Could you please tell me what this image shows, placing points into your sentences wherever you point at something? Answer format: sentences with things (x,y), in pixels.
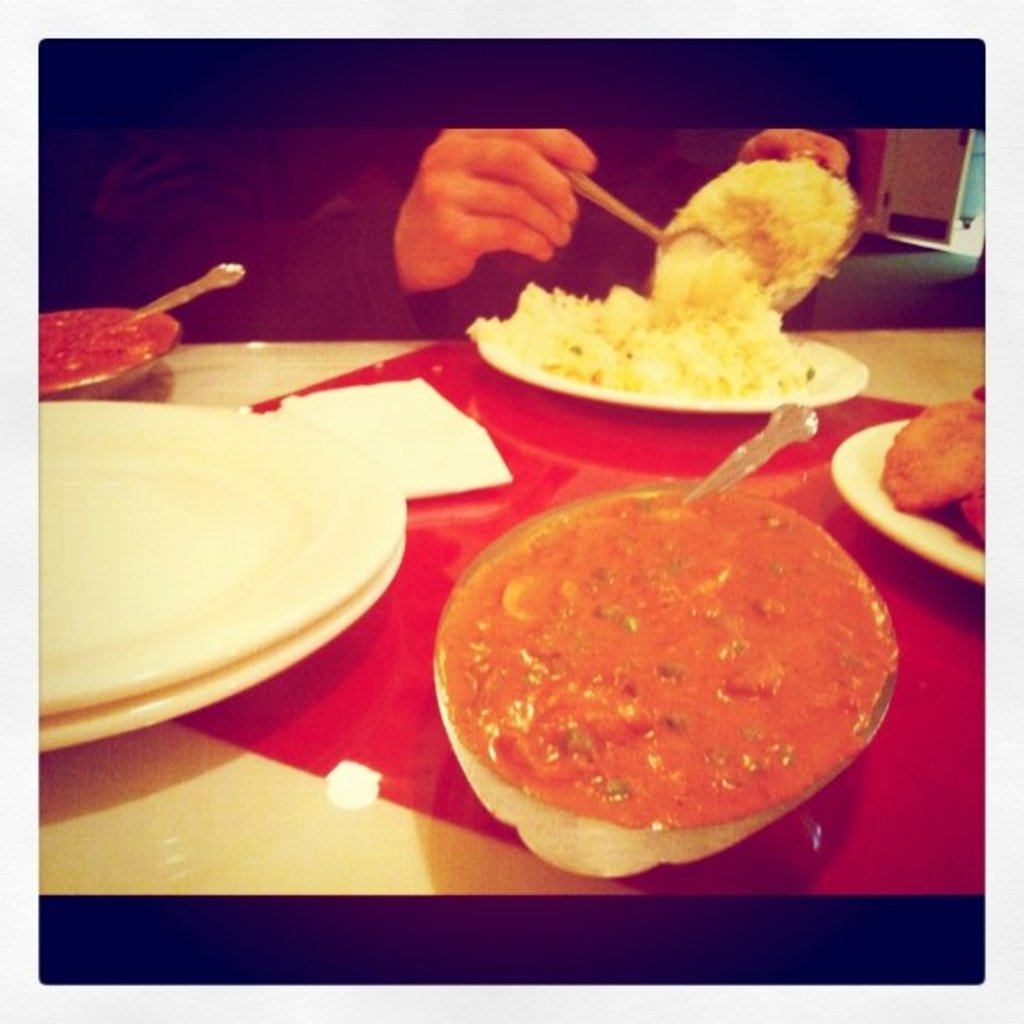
This is an edited image with the black borders (808,59) and this picture is clicked inside. In the foreground (957,768) there is a table (348,749) on the top of which many number of food items (813,560) are placed and there is a person (473,209) seems to be sitting on the chair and putting some food (792,265) in the plate (829,372) placed on the top of the table (661,430). In the background (910,132) we can see the ground (948,267) and some other items (905,170).
